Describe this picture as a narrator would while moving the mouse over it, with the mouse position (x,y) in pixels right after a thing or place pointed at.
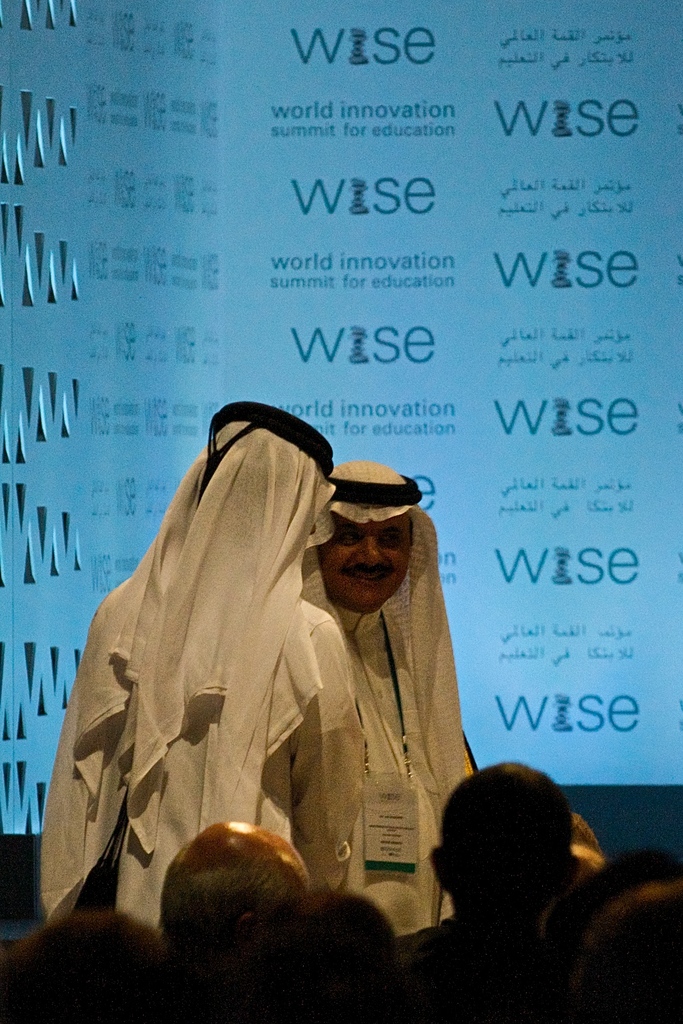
In this image I can see people (295,664) among them these men (288,764) are wearing white color clothes (322,739). In the background (71,532) I can see something written on the wall (361,343).
